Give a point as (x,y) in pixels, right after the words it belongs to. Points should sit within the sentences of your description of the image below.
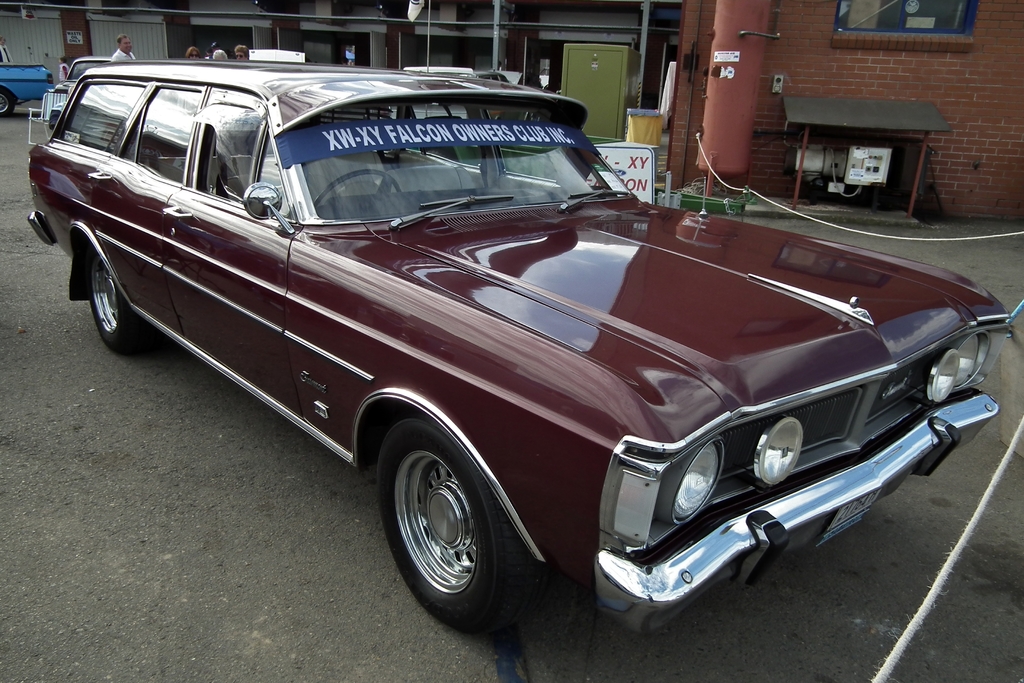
In the center of the image (379,305) we can see one car (266,384) on the road (256,474) and we can see some text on the glass (312,188). On the right side of the image (946,568), we can see one rope (955,558) and one solid structure (1004,403). In the background (442,62) we can see buildings (774,178), tables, sign boards (630,179), two vehicles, few people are standing and a few other objects (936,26).
